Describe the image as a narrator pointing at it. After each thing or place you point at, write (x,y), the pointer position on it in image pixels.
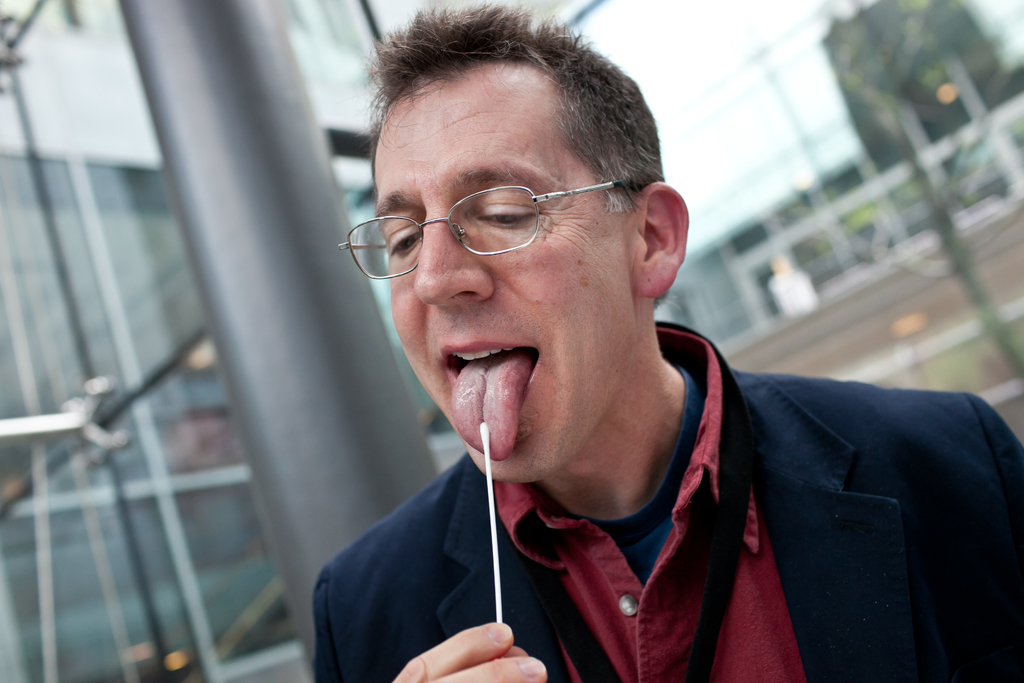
In the image we can see a man (668,475) wearing clothes (701,478), spectacles (392,265) and the man (526,577) is holding a stick (484,448) in his hand (510,638). Behind him we can see glass construction (730,163) and the background (702,189) is blurred.
